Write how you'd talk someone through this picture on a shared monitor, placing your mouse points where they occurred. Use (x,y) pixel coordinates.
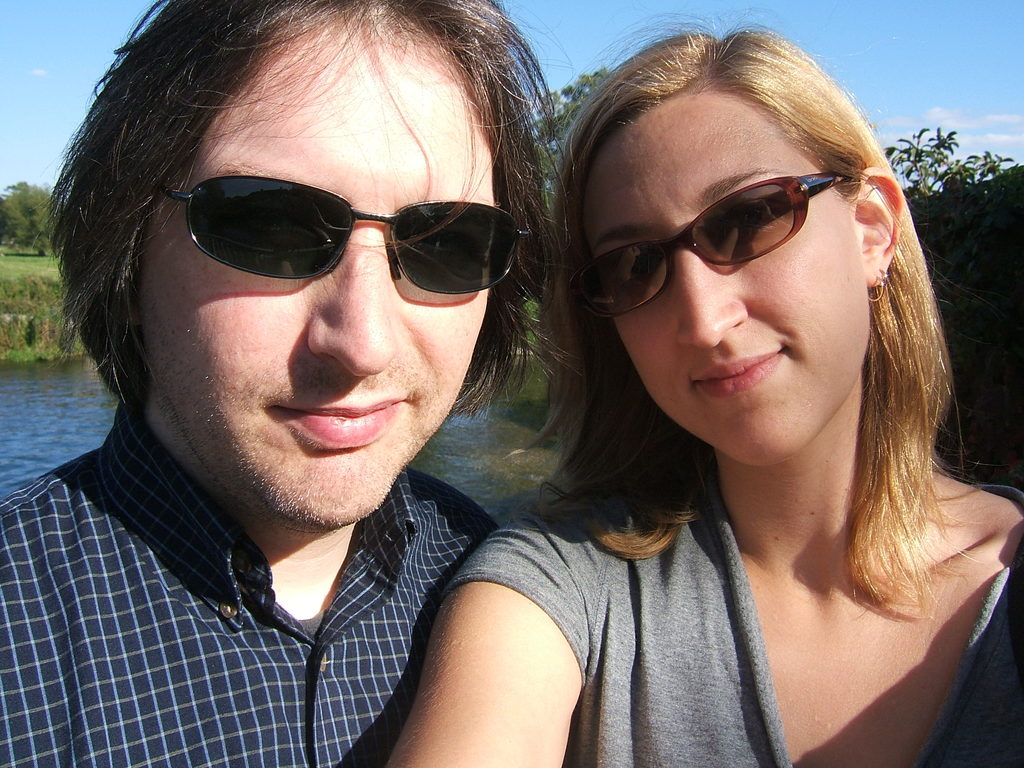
In this image we can see two persons (512,534). There are few trees (28,207) in the image. There is a grassy land (31,272) in the image. There is a lake (35,419) in the image.
